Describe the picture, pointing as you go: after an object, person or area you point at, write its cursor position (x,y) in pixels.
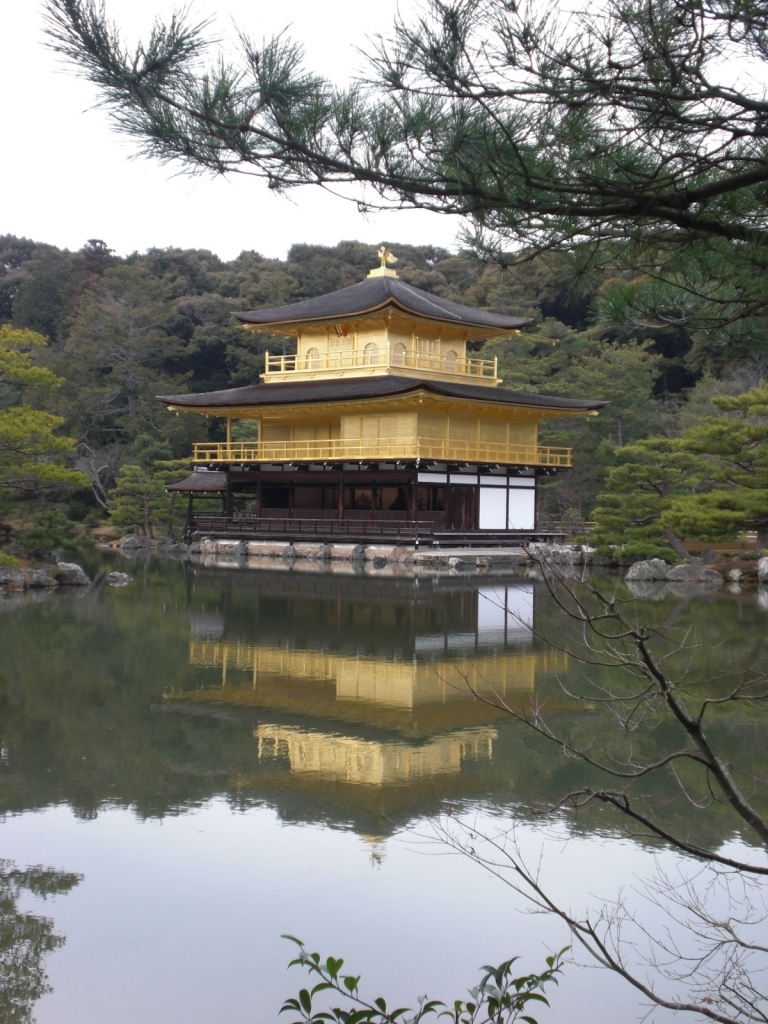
In front of the image there are leaves (377,997) and dry branches (650,768). In this image there is a river (258,677), on the other side of the river (283,642) there is a house (405,505), rocks (524,555) and trees (221,301).
